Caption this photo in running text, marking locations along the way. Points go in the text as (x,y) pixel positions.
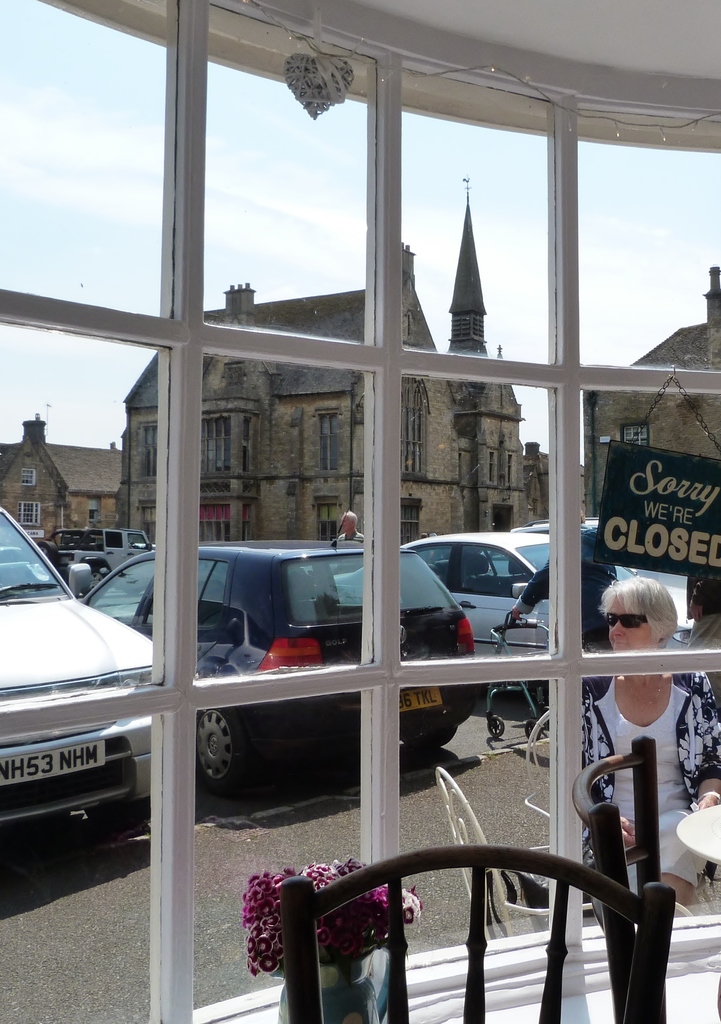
In this picture I can see a woman (612,613) on the right side (641,663), in the middle (351,371) there is the glass wall (579,723) and there are vehicles (233,738) on the road (455,735). In the background (455,417) there are buildings (455,417), at the top (515,263) there is the sky (422,251), I can see a chair (633,867) at the bottom (288,992).
